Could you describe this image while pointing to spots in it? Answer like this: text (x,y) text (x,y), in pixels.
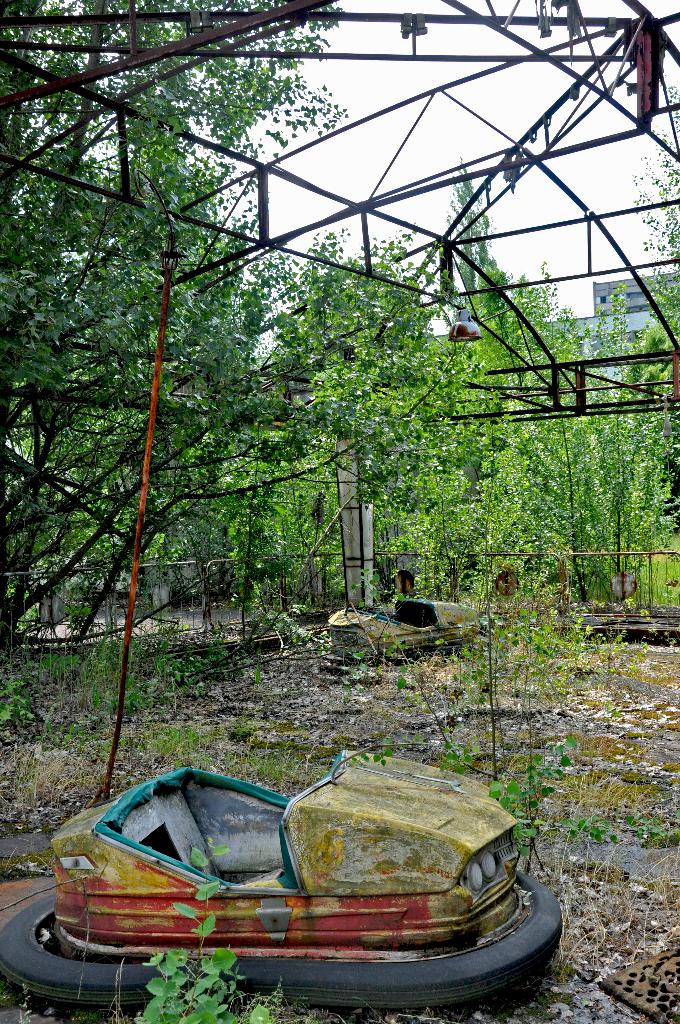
There are a lot of trees (451,432) in an area (249,668) and in between the trees (477,561) there are many iron rods (54,91) attached to one another and on the ground (306,725) there is a lot of waste (534,733) and an old toy car (183,884), the place (225,638) is very messy and in the background (382,91) there is a sky (643,188).
